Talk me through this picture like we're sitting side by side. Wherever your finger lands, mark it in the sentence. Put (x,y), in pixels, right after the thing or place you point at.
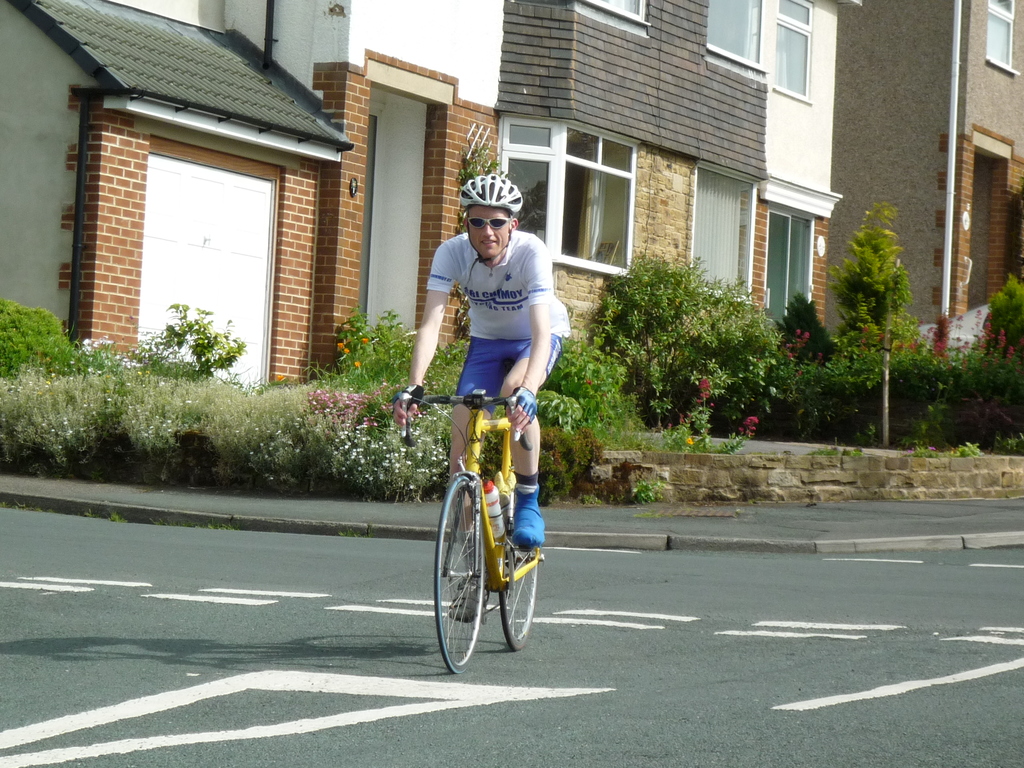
As we can see in the image there is a man (479,224) wearing helmet (482,203) and riding bicycle (456,475). There are plants (543,408) and buildings (552,119).
